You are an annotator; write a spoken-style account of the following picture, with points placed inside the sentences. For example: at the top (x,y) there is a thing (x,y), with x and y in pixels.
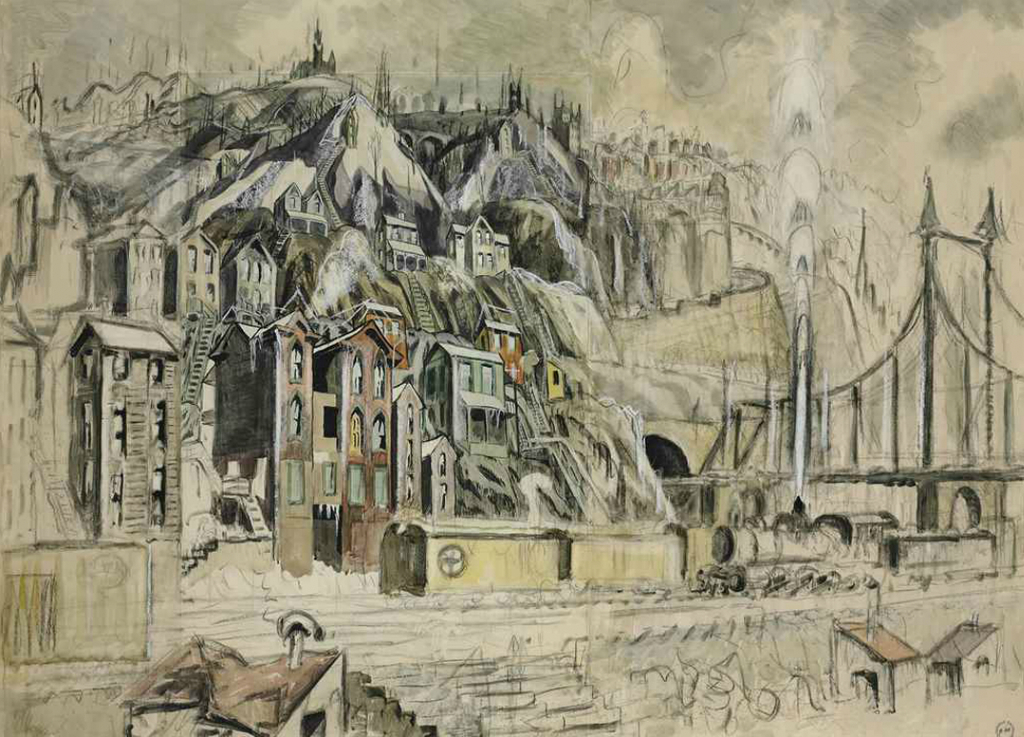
In this image the painting (540,685) is seen. And we can see the ancient buildings (303,374) and many windows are there. And on the right side (931,200) two towers (929,187) are seen. And many small houses (878,652) are seen at the bottom (143,713).
